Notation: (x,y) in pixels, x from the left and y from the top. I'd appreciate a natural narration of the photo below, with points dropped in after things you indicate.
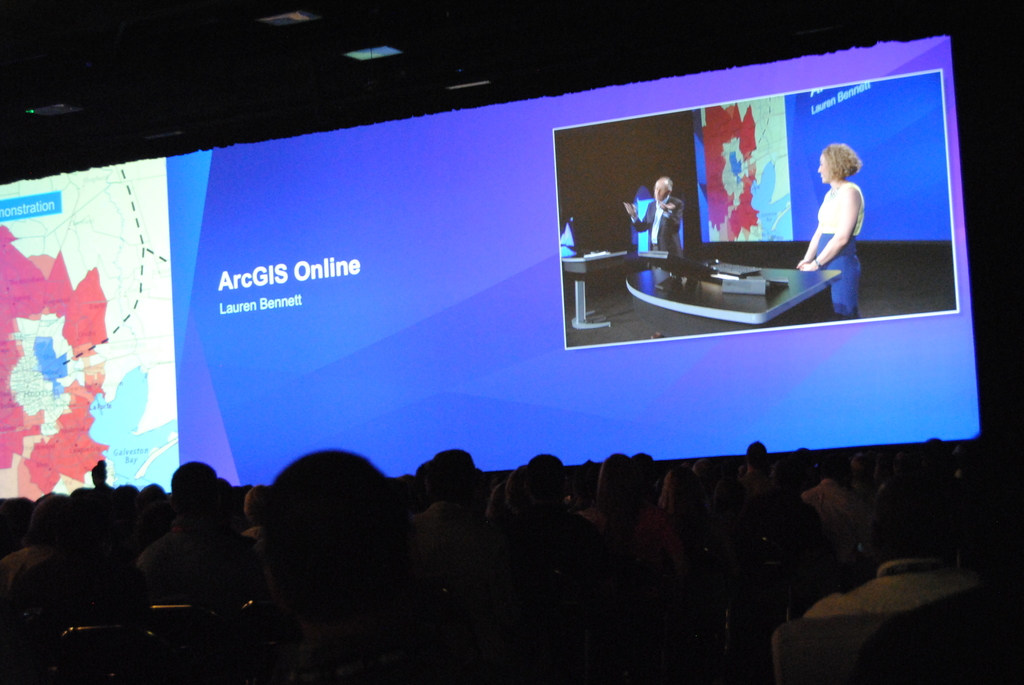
In this image we can see screen (226,299) with text (280,265), map (157,416) and image (642,337). In the image we can see two persons (659,236) standing. Also there is a screen (790,142) with map (747,149) and text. And there is a platform (692,279) with some items (674,269). At the bottom (313,555) there are many people (552,547) sitting on chairs (106,641).
